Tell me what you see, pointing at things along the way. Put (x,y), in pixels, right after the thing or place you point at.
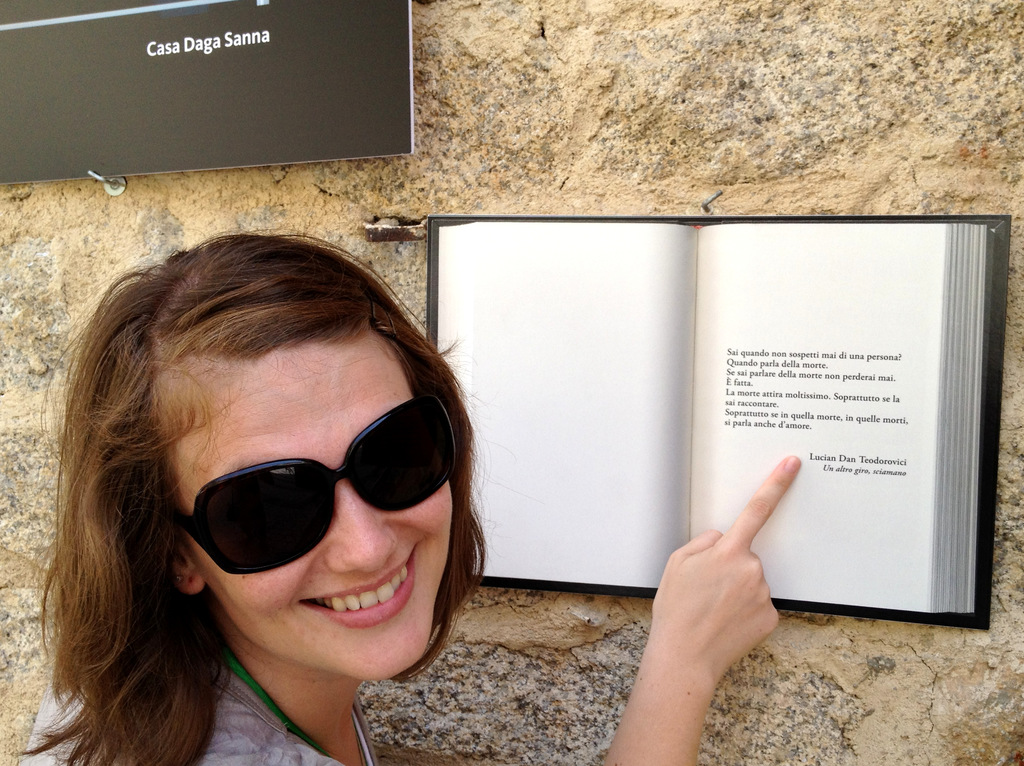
In this picture we can see a woman (261,607) is smiling in the front (367,597), on the right side (884,460) there is a book (884,460), in the background (624,107) there is a wall (634,117), we can see a board (58,171) at the left top of the image (89,106), there is some text (192,42) on the board (190,21), this woman (305,582) wore goggles (319,524).
